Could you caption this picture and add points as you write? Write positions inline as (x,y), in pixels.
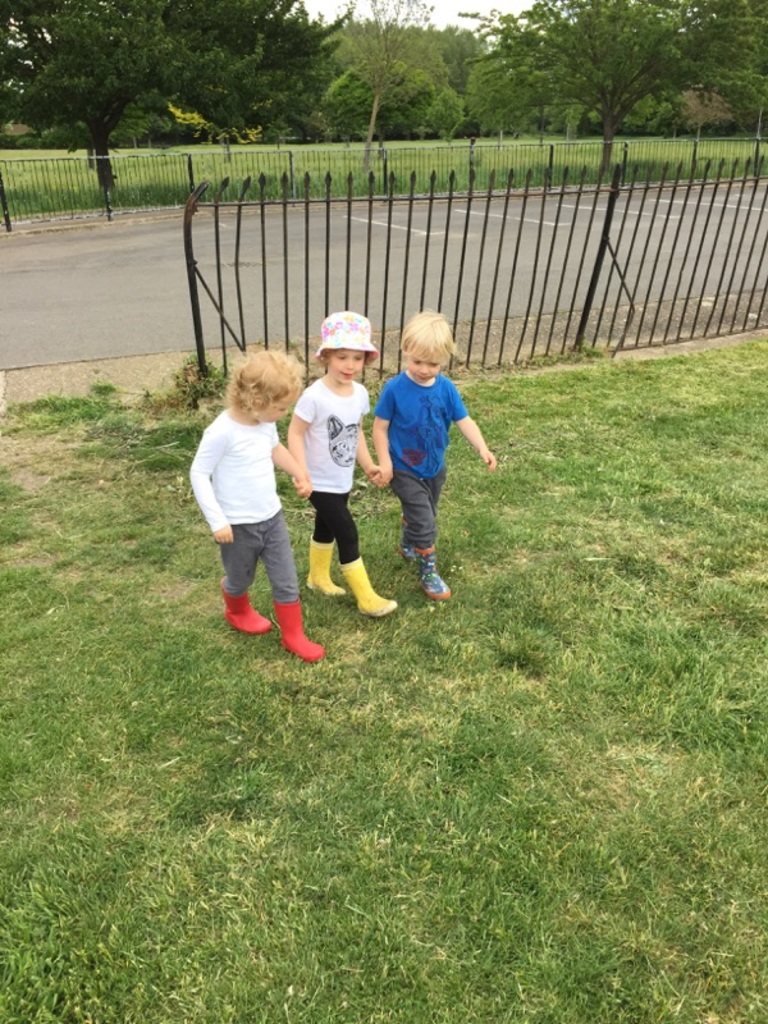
In the foreground of this image (346,471), there are three children (339,475) walking on the grass (296,716) and in the background (308,214), there is railing (291,201), a road (130,280), trees (156,63) and the sky (439,6).
